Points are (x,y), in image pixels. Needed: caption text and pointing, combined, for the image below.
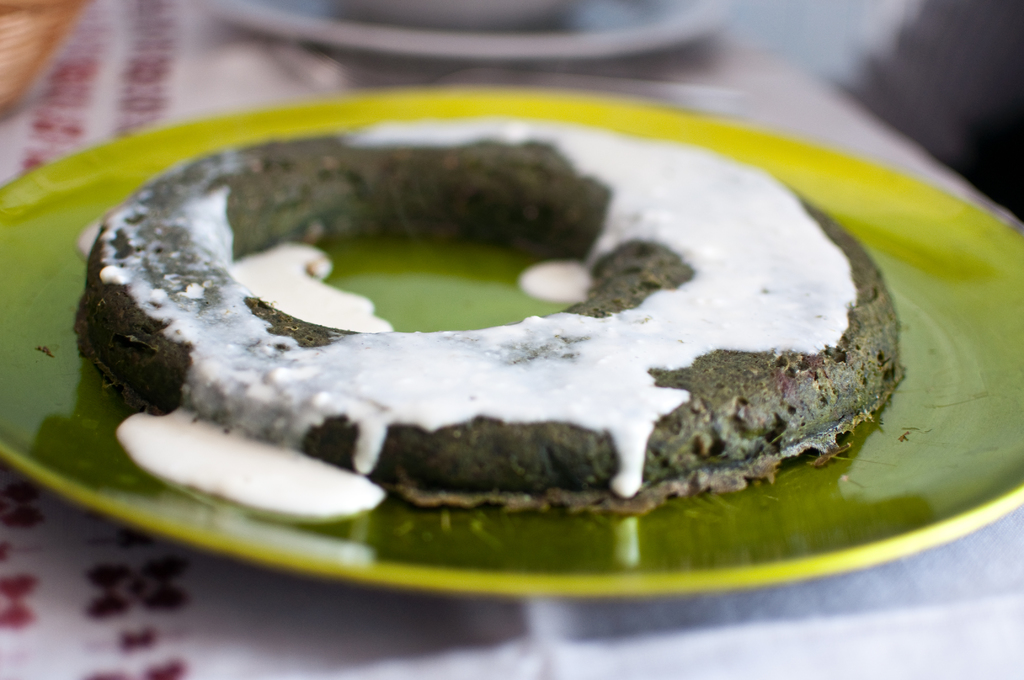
In the picture we can see a table (741,99) on it, we can see a green color plate (1011,447) with a food item (742,438) with some white color cream (210,385) on it and behind the plate (948,426) we can see another plate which is not clearly visible.
